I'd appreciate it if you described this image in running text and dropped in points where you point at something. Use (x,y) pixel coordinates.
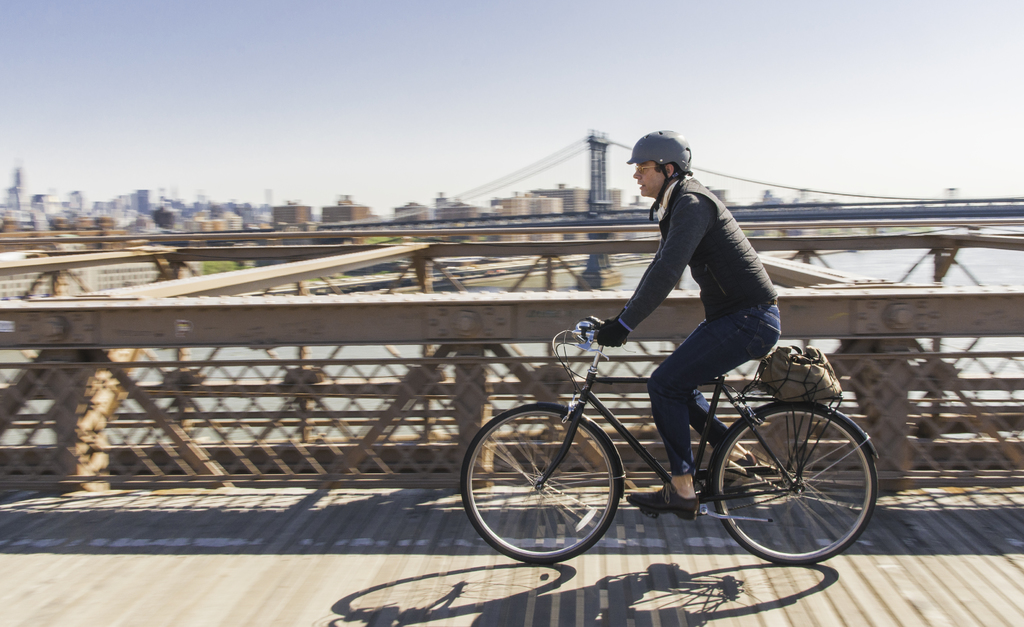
In this picture a man (649,138) riding a bicycle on the bridge (480,358) and we see some buildings (223,226) and water (342,367).
